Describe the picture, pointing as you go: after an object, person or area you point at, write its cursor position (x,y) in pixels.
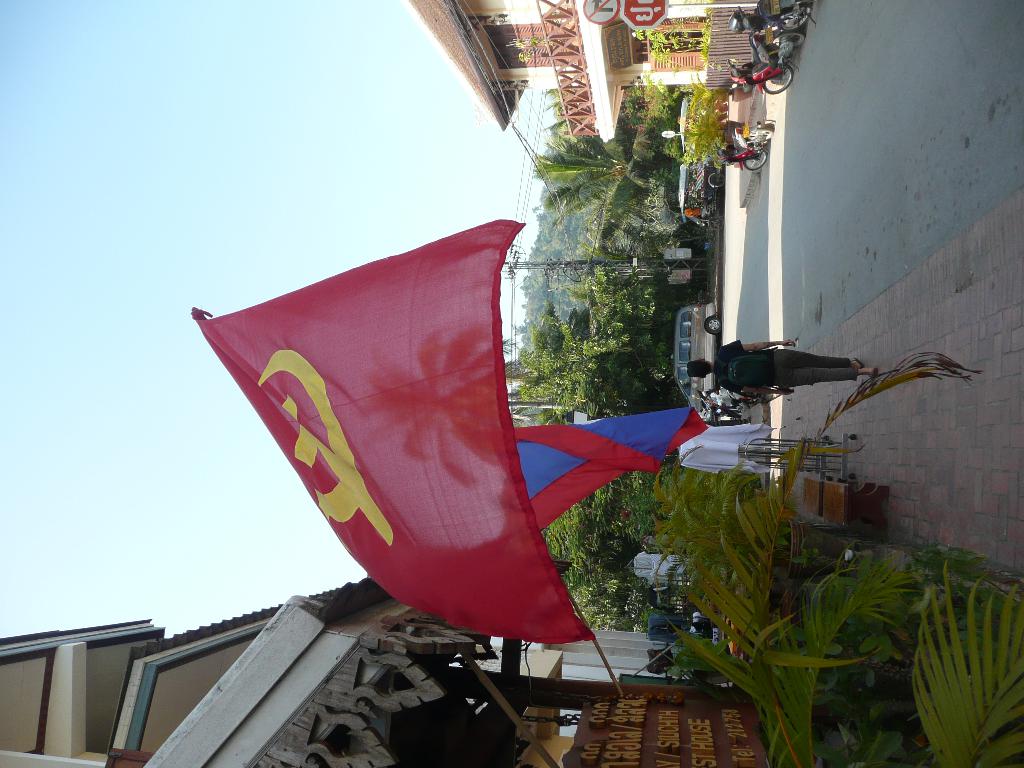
In this image, we can see some trees (577,353) and roof houses (202,700). There are flags (515,469) at the bottom of the image (503,628). There is a pole (561,264) and vehicle (696,325) in the middle of the image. There are motorcycles (758,28) and sign boards (653,18) at the top of the image (650,19). There is a person (805,360) on the right side of the image (812,372) walking on footpath (957,319). There is a board (755,734) in the bottom right of the image (744,726). On the left side of the image (63,276), we can see the sky (63,258).
